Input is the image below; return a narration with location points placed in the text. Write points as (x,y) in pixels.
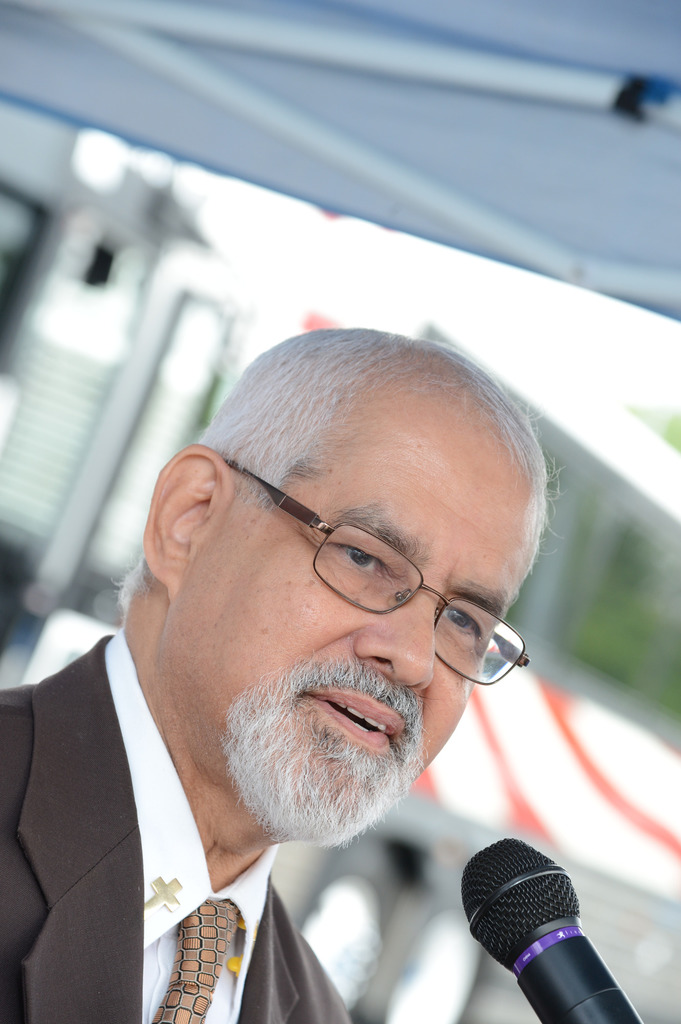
In this image I can see a man (213,977) in the front (438,577), I can see he is wearing a tie (195,959), a white shirt (152,867) and a blazer (43,709). On the bottom right side of the image (470,876) I can see a mic (538,858) and I can also see this image is little bit blurry in the background (549,519).
